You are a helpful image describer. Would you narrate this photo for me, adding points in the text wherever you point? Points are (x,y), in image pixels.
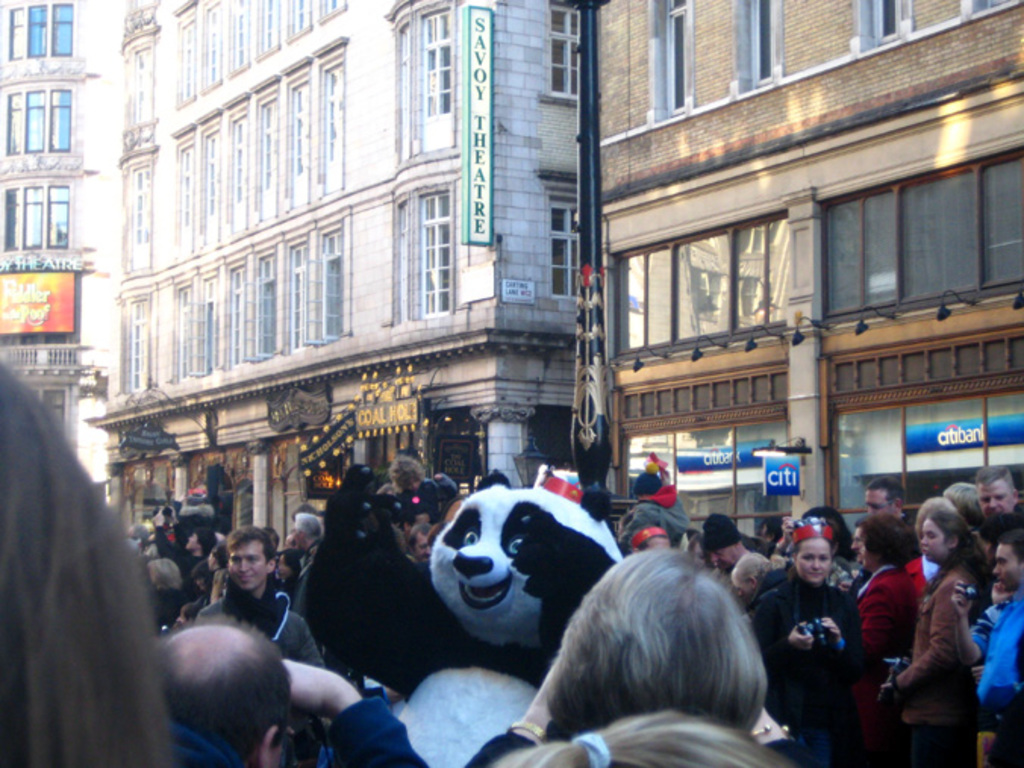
In the foreground of the picture (639,594) I can see a group of people (967,676). There is a woman (827,557) on the right side (803,557) holding the camera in her hands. I can see a person (417,651) in the panda costume (498,489). In the background (457,196), I can see the buildings (567,204) and glass windows (907,197).
